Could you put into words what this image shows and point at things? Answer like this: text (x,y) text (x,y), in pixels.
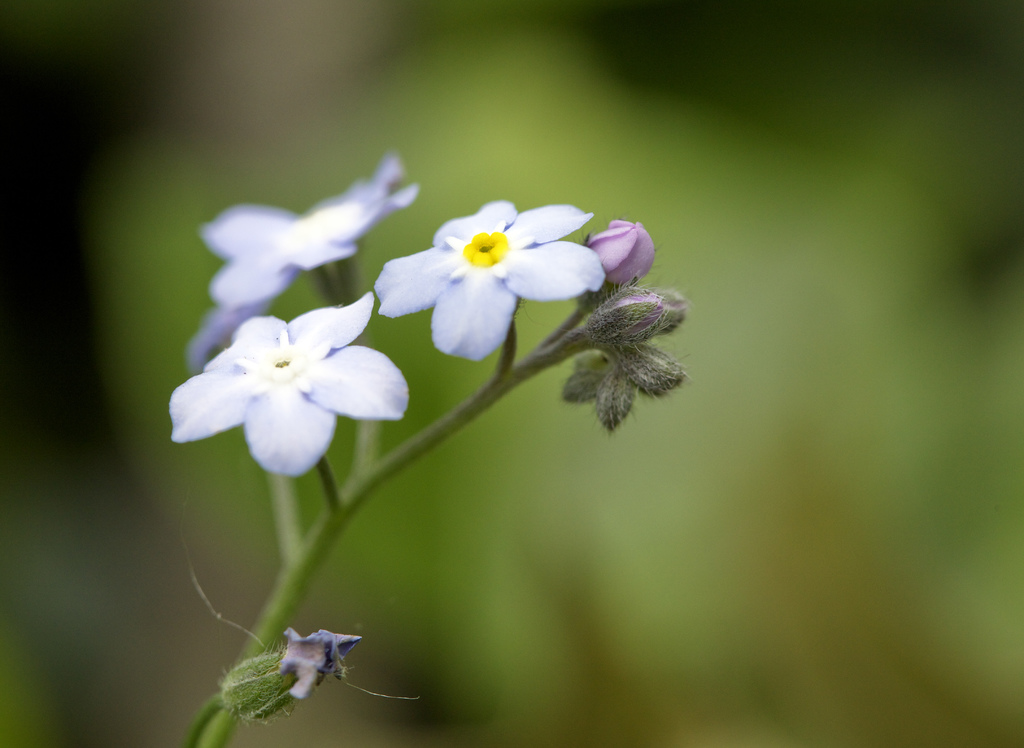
In this picture I can see there are few flowers (285,414) attached to the stem (199,736) of a plant (515,376). The backdrop (635,714) is blurred.
